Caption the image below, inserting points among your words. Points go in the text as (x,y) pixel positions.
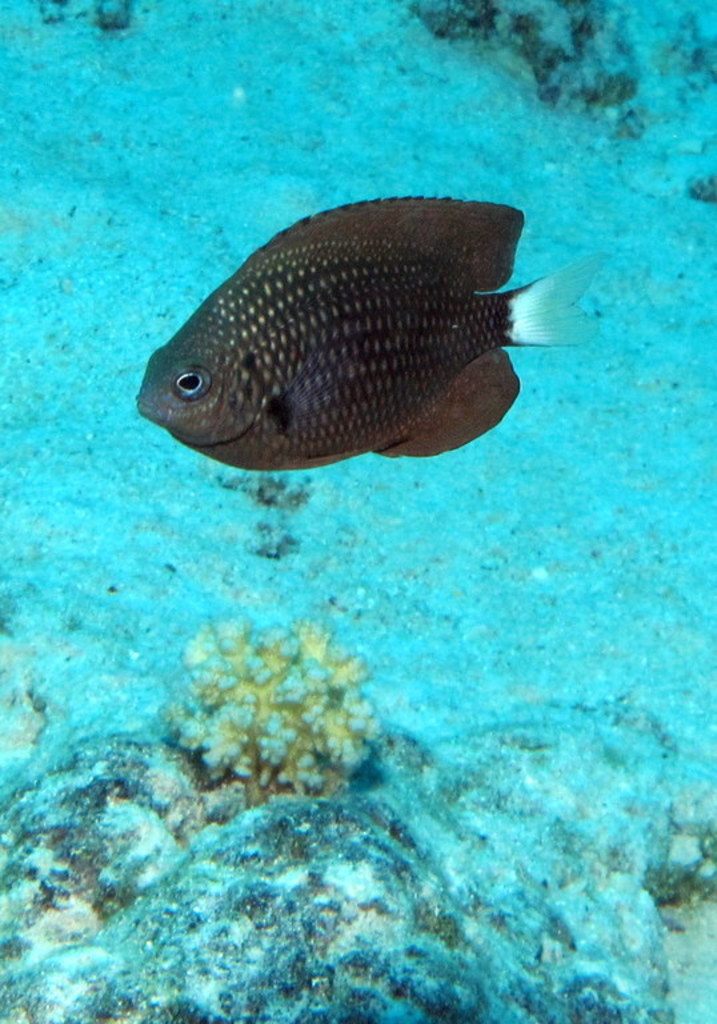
In this picture there is a fish (447,320) in the water (606,291). At the bottom (551,824) there are stones (269,997) and there is a plant (344,667) and there is sand (532,627).
